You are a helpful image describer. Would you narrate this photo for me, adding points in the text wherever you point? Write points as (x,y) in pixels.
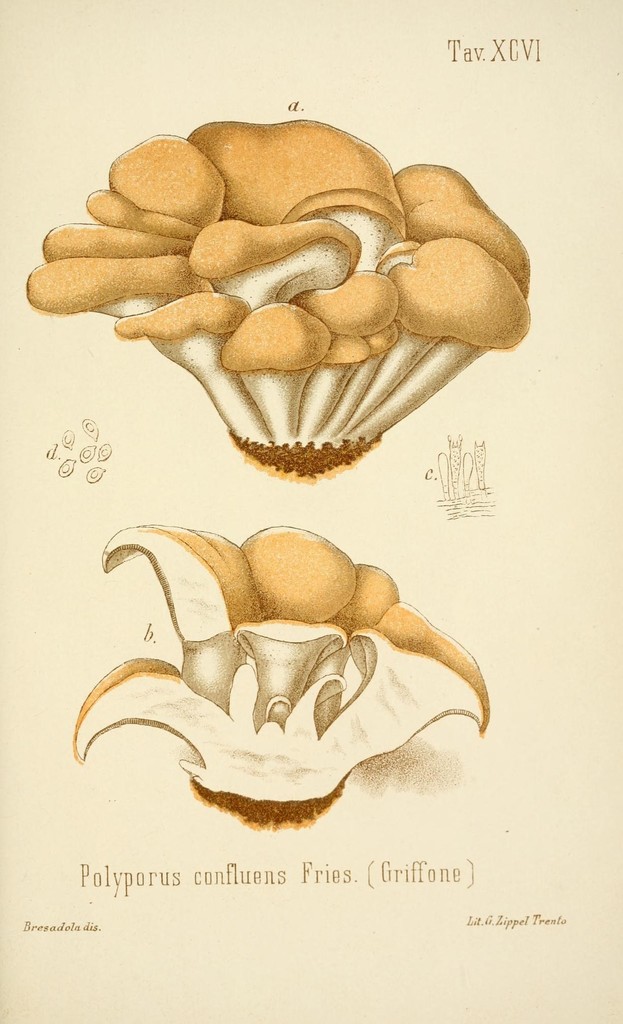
This is a picture of a paper (178,267), where there are photos (171,558) and words (248,872) on it.
